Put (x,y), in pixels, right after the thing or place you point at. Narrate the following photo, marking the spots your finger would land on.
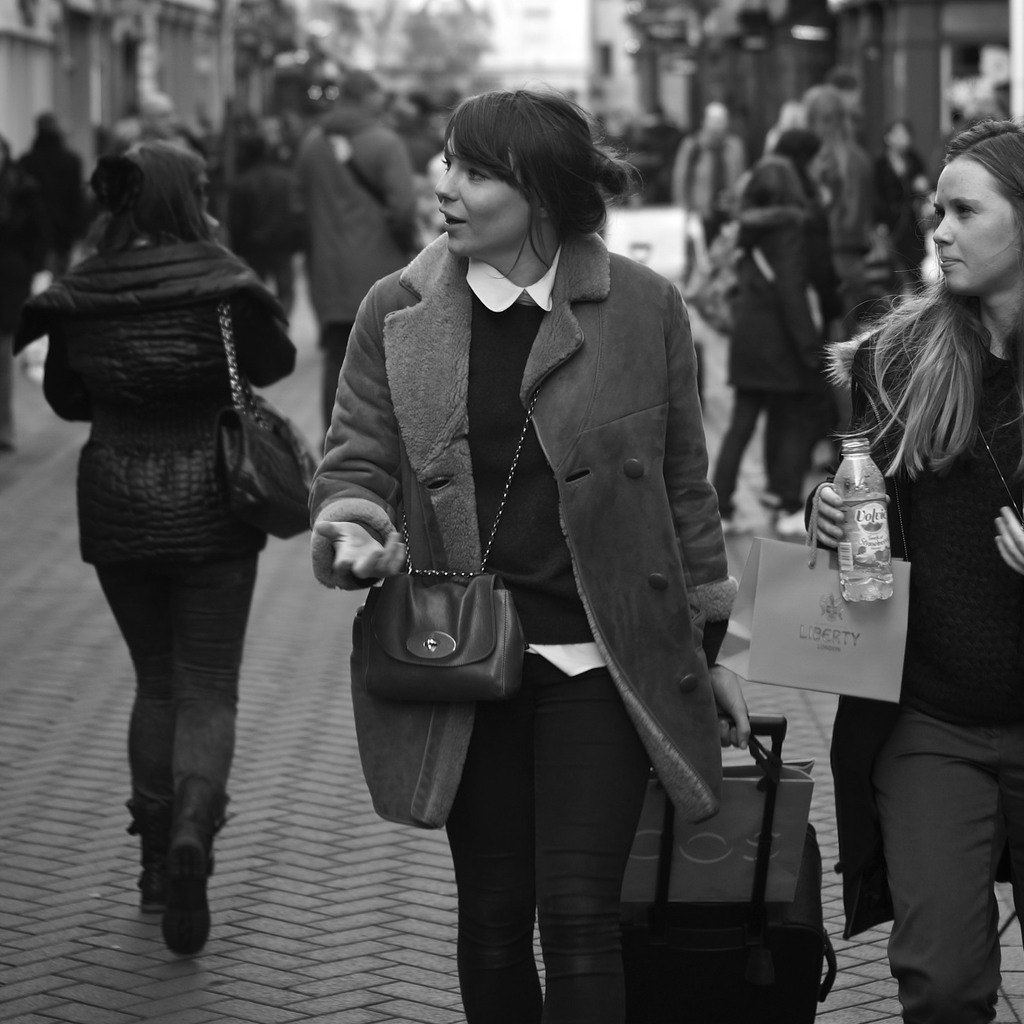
In this image a lady (509,518) is walking, A lady (537,677) is wearing a hand bag (438,645), A lady (579,780) is pulling a trolly bag (754,910), a group of people (762,301) standing here, A lady (921,485) is holding a water bottle (877,539).
